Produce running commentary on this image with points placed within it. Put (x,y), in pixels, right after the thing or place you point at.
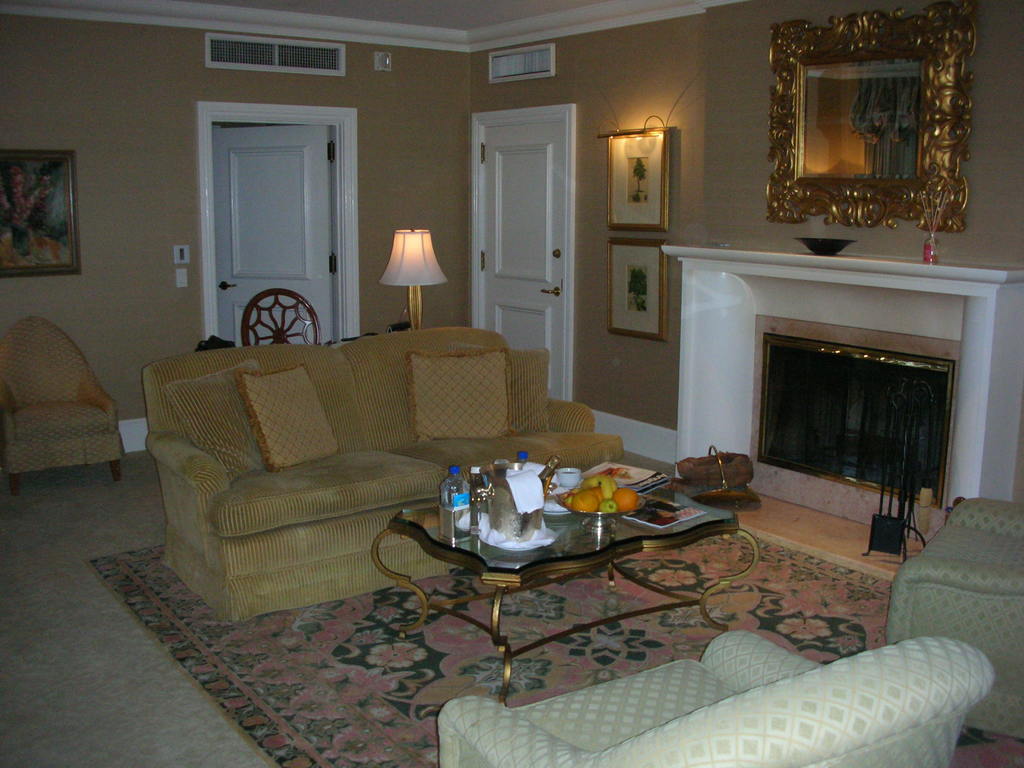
This is the picture inside the room (433,443). There are doors (505,182) at the back side (527,192), there is a sofa (334,409) in the middle of the room (597,520), there is a lamp (412,326) behind the sofa (360,442). At the right side (833,149) there is a mirror (797,208) at the back (640,214) there are photo frames (74,231) on the wall (87,217). There are bottles (542,477), fruits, paper (671,516) on the table (697,533).
